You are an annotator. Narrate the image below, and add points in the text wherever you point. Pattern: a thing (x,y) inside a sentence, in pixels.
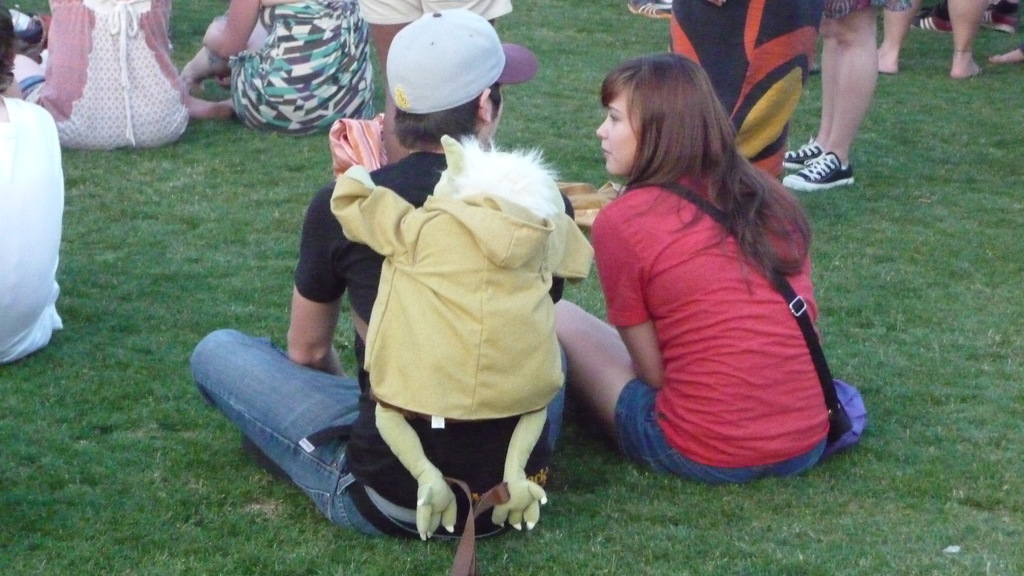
In this image in the foreground (441,160) there is one man (406,186) and one woman (632,321) who are sitting and a man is wearing a bag (416,263), in the background (133,96) there are some people (270,56) who are sitting and some of them are standing. At the bottom (221,422) there is grass (156,276).
